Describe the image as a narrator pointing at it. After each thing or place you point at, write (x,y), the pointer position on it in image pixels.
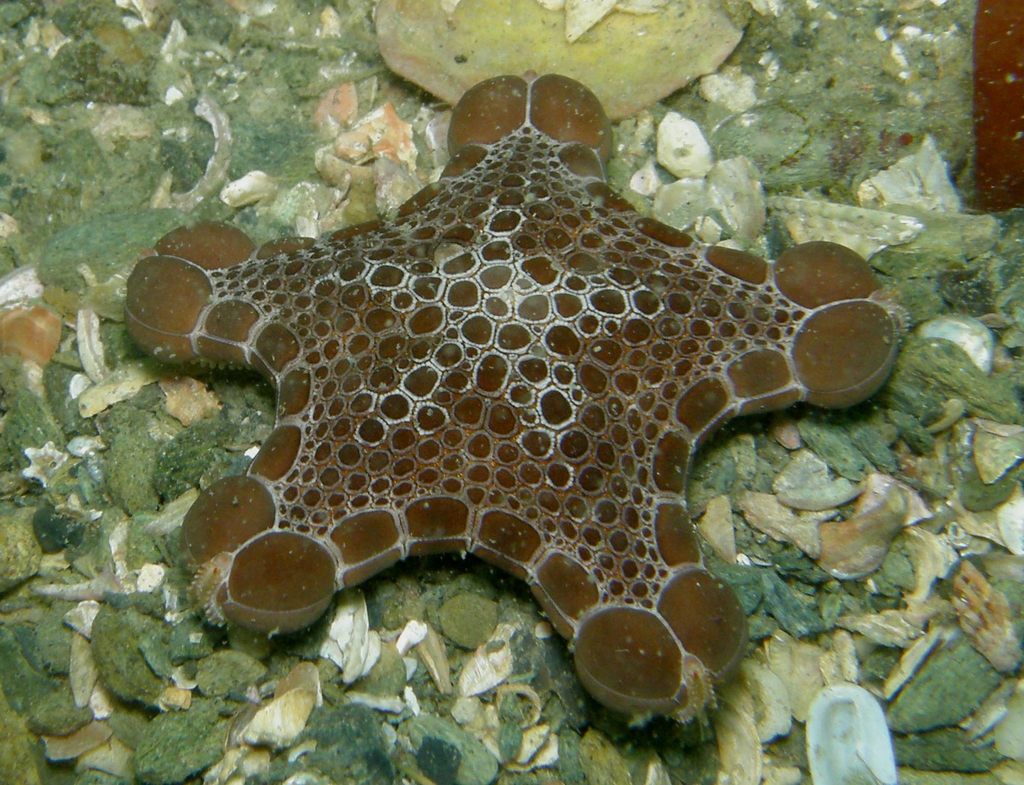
In this image I can see an aquatic animal (457,335) which is in brown color. In the background (216,217) I can see many rocks (800,610) which are in white, brown and ash color.
